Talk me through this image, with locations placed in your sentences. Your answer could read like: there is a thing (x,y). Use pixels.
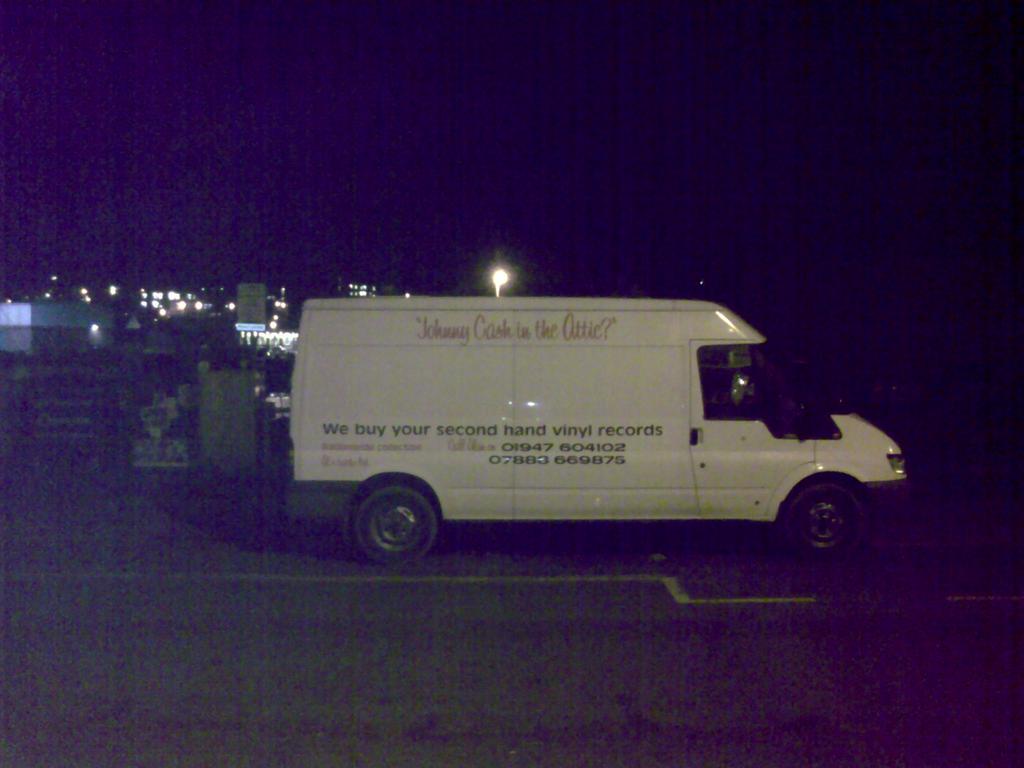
As we can see in the image in the front (382,531) there is a white color truck (491,431). In the background (63,314) there are buildings (186,315) and lights (144,295).
